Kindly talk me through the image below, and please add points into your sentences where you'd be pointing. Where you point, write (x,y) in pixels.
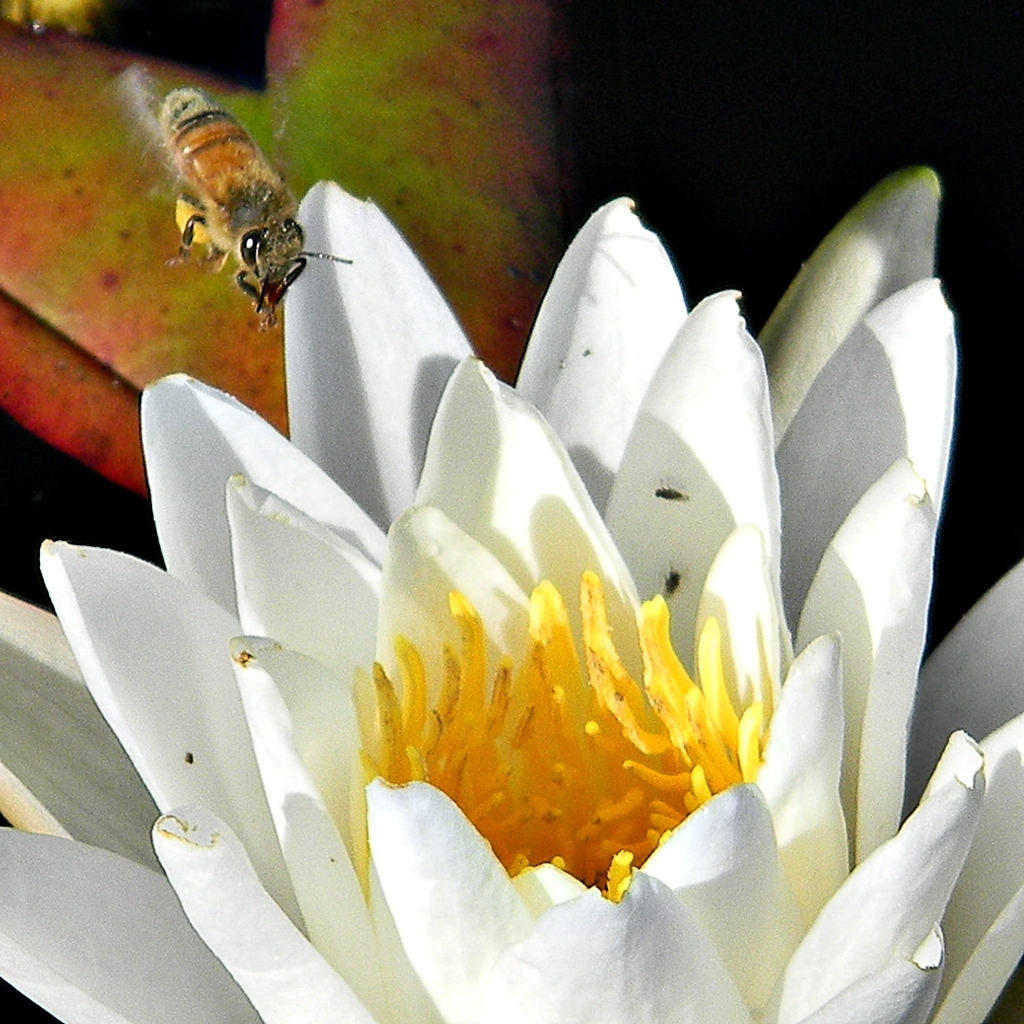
This image is taken outdoors. In the background (558,171) there is a leaf (415,185). At the bottom of the image (386,896) there is a flower (232,641) which is white in color. On the left side of the image (282,126) there is a honey bee (213,164).
